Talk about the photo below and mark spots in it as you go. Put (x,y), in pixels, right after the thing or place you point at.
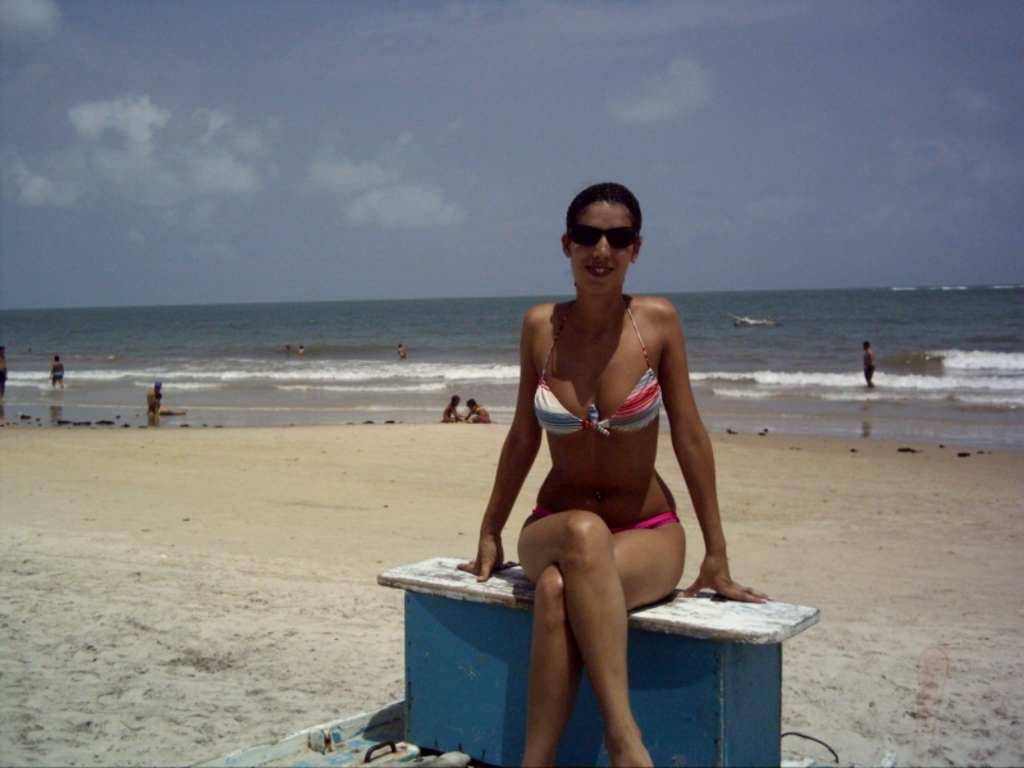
In this picture we can see a woman (557,467) wore goggles (625,230), smiling, sitting on a bench (727,638) and at the back of her we can see some people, sand (542,447), water (511,314) and in the background (287,180) we can see the sky (378,205) with clouds (222,186).
